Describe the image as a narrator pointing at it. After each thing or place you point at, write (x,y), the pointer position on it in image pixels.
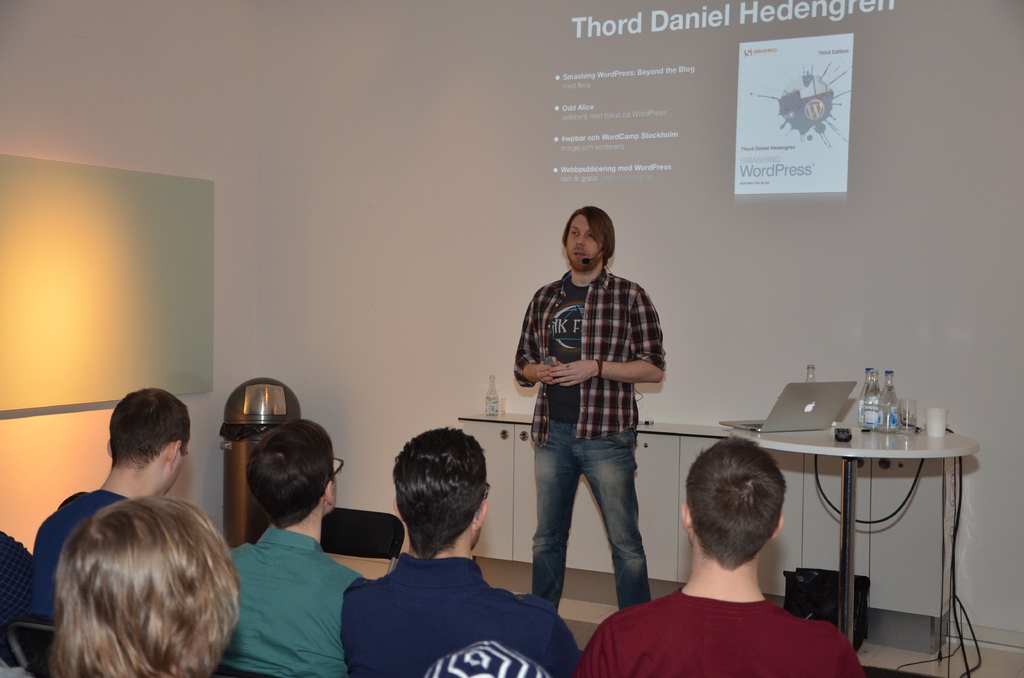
In this image we can see a man (624,376) standing on the dais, a side table (874,437) on which laptop (814,403), disposal bottles (883,415) and disposal tumblers (911,414) are placed, bag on the floor (908,654), cables (860,522), bin (296,401), display screen (781,160) and people (268,589) sitting on the chairs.
